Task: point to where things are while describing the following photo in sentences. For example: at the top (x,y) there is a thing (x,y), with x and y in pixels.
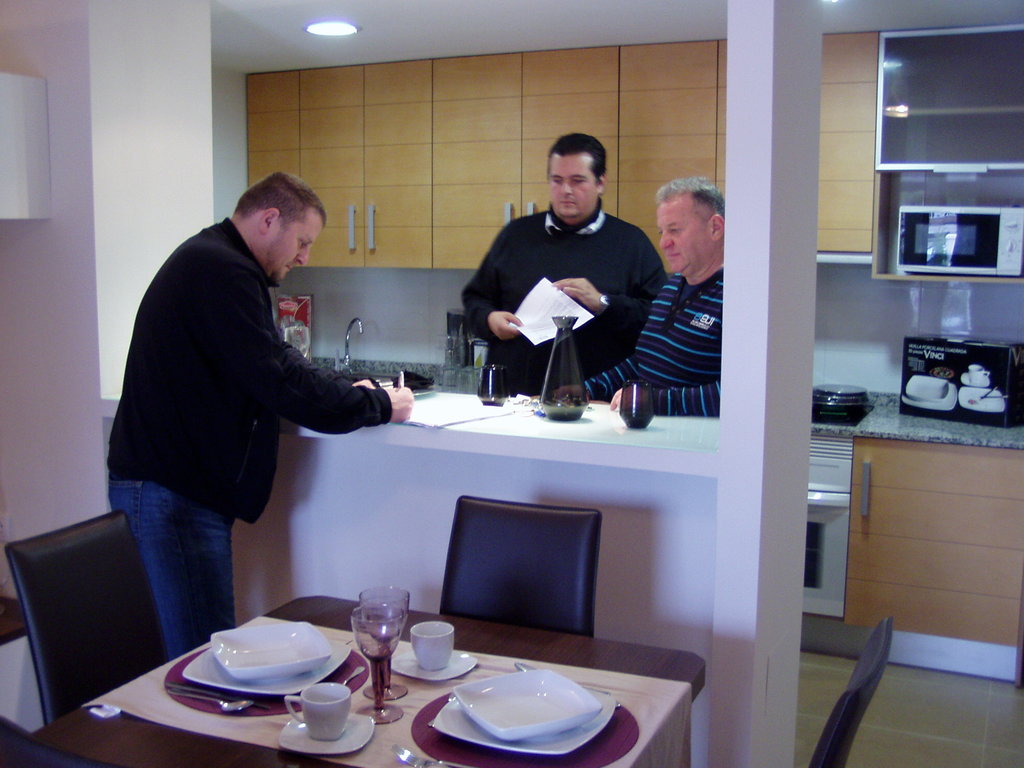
In this image, There is a black color table (124,749), There are some white color plates (563,692) and there are some cups (311,736) which are in white color, There are some glasses (365,651) on the table (575,645), There are some people (197,314) standing, In the background (315,133) there are some yellow color cupboards (502,117) and there is a white color wall (131,114) in the left side of the image (131,114).
